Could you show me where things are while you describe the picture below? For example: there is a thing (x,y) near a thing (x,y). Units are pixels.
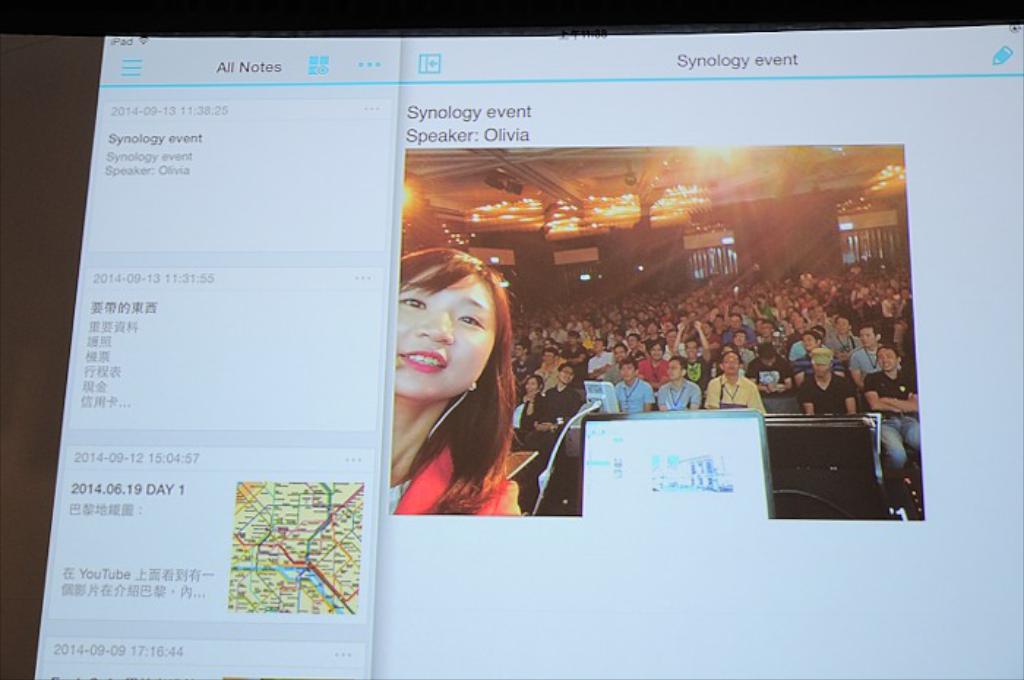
In this image we can see a screen (429,51), on the screen (176,350) we can see a group of people (652,309), route map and some text (767,63).
